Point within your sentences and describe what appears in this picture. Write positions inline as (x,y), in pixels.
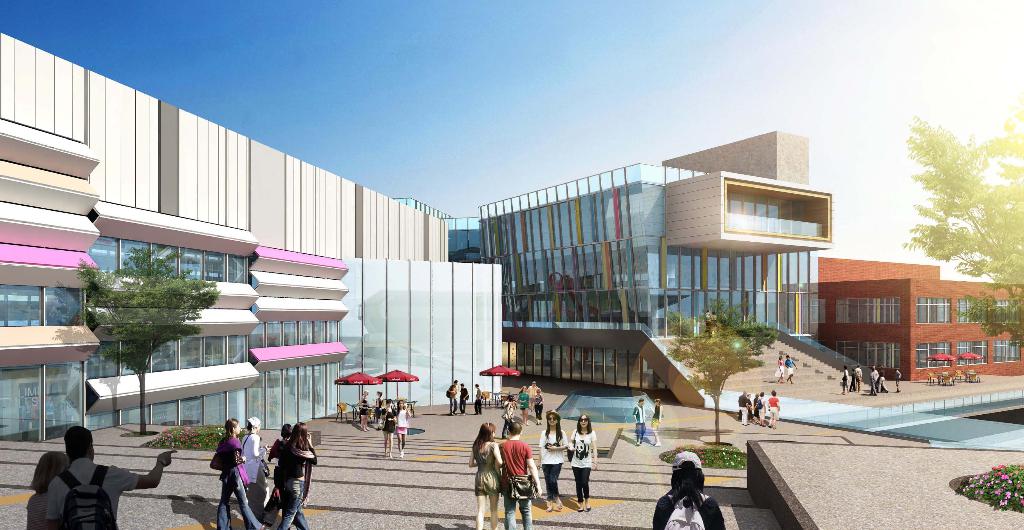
In this picture there are buildings (595,303) in the center of the image (585,320) and there are people (497,469) at the bottom side of the image (584,472) and there is a tree (968,168) on the right side of the image (936,175).
